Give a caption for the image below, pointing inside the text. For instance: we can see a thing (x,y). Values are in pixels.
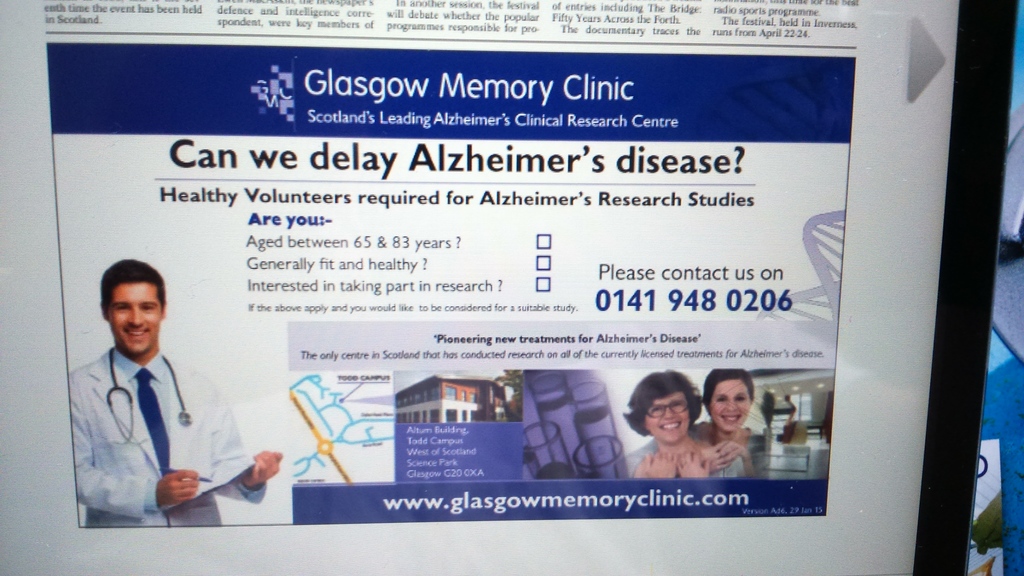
In this image, we can see the screen (642,343). On this screen (448,360), we can see text (436,354), people (80,491) and some images (555,414). On the right side of the image (986,492), there are few objects (998,448).
